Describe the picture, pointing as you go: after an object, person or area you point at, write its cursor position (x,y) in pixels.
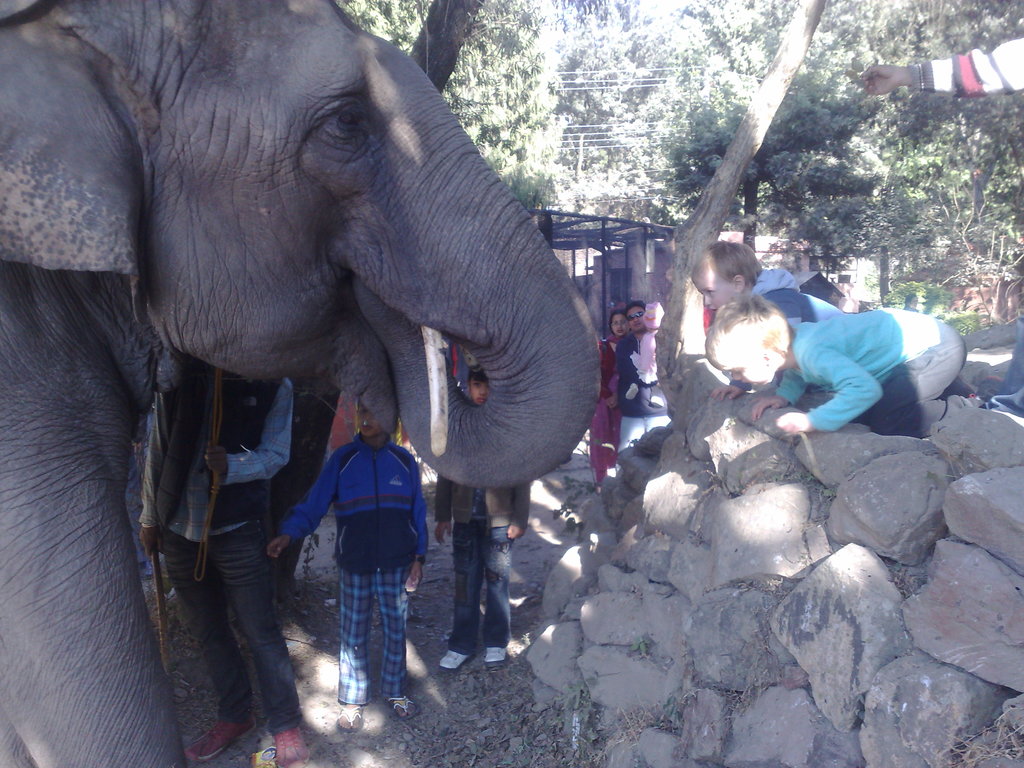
In this image, we can see few people (468,602). Few are standing on the ground (522,703). On the left side of the image (107,508), we can see an elephant (77,605). Right side of the image (862,394), we can see few kids (831,379) are on the stone wall (758,508). Background (910,279) we can see shed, trees (594,182), wires (601,132) and plants (970,274).
